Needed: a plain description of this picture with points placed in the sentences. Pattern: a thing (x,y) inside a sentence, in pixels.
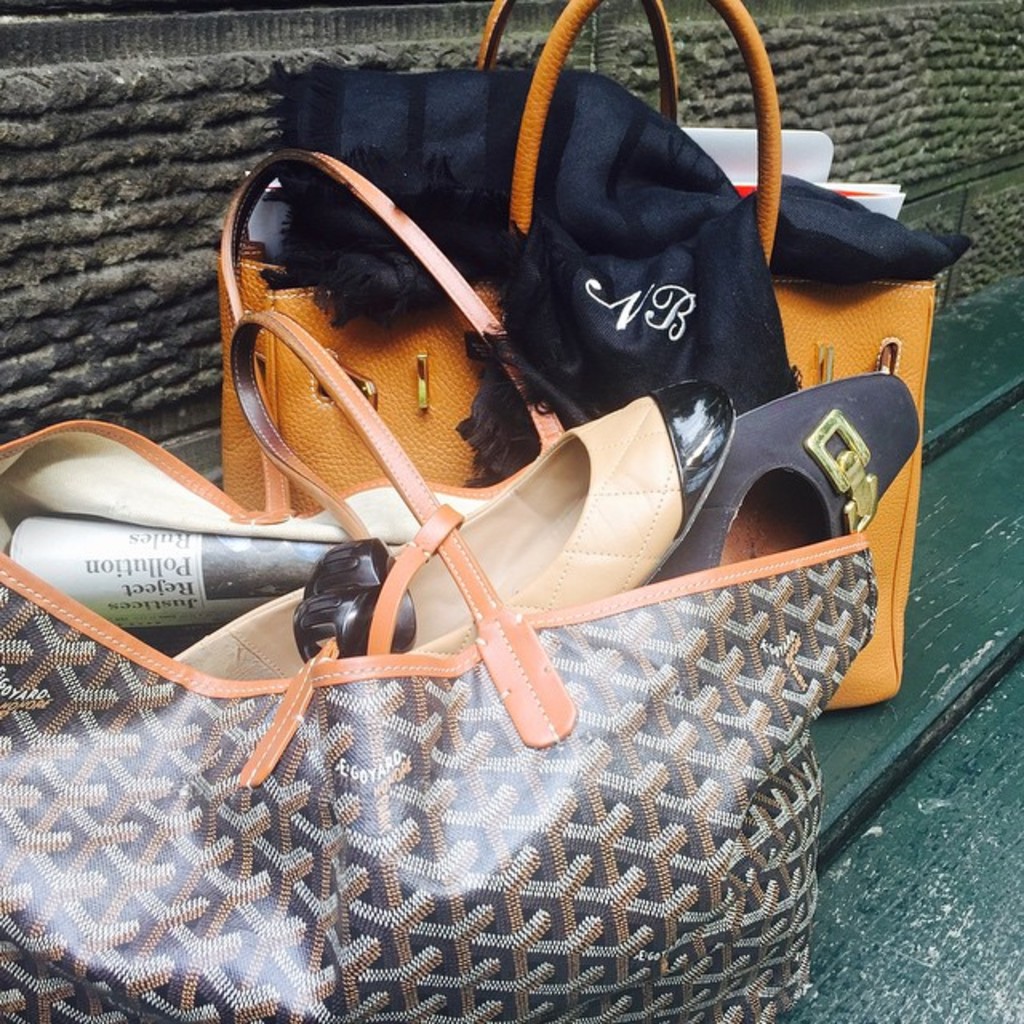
In this image I can see two handbags (401,702) on the bench (941,788). In the hand bag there are shoes (536,545) and a papers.
